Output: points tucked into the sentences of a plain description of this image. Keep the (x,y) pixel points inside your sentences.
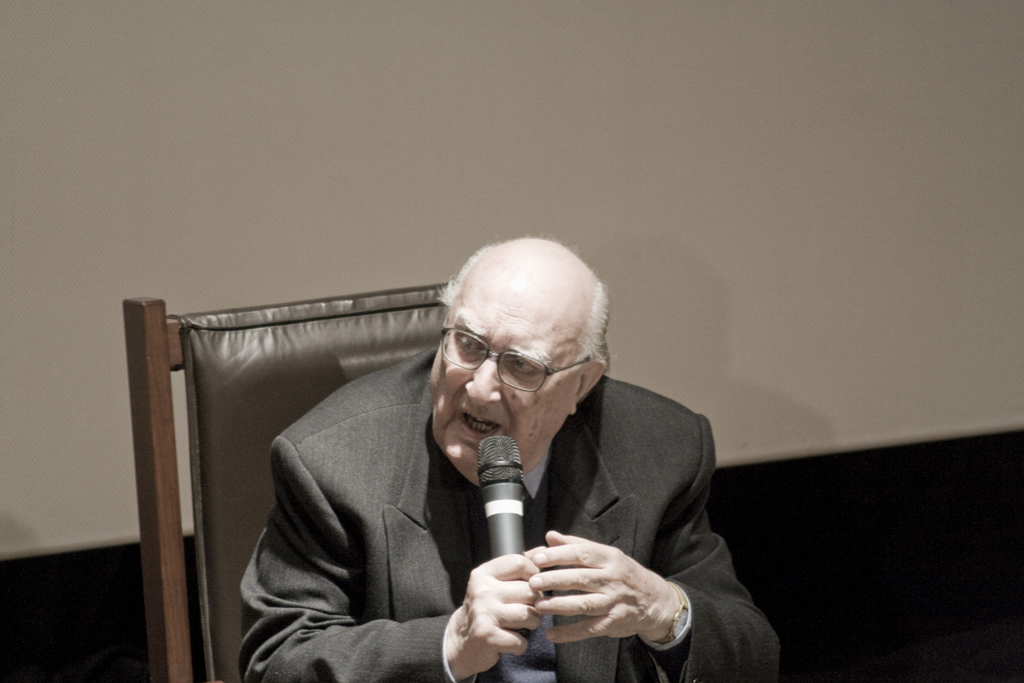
In this picture we can see a person (262,571) sitting on a chair (224,574), he is holding a mic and we can see a wall (598,172) in the background (550,180).
